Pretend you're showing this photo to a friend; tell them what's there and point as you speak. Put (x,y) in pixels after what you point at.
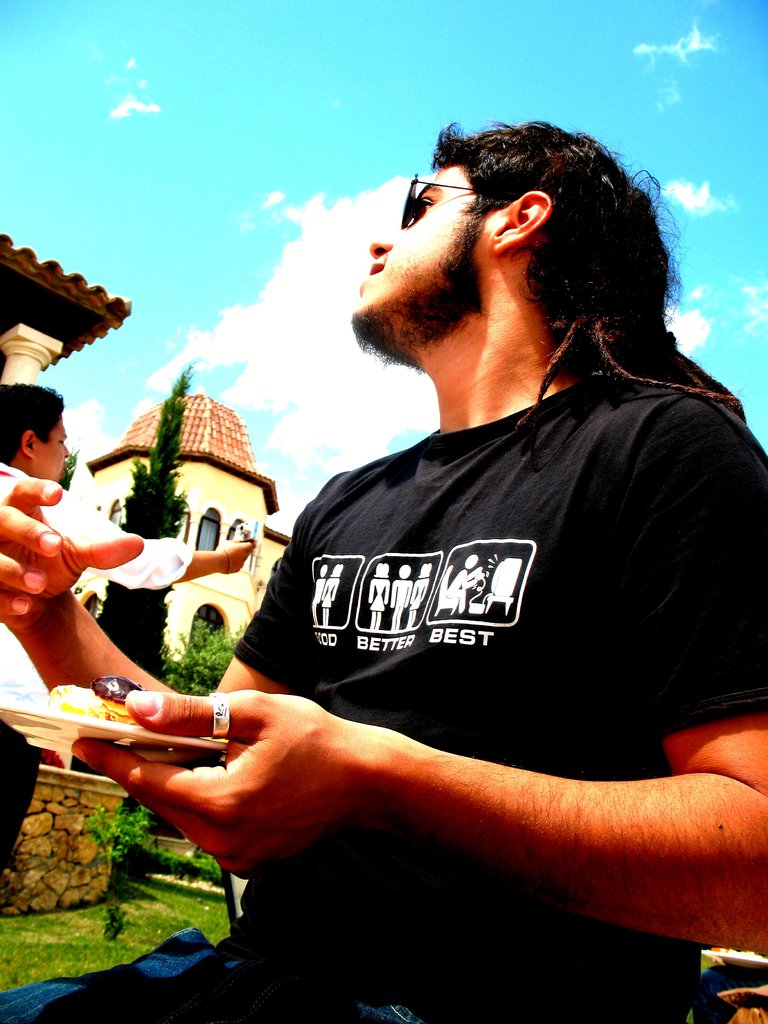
There is a person (561,328) in black color t-shirt (595,566) holding a plate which is having food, sitting. In the background (60,435), there is a person (52,422) in white color shirt (122,531) standing, there is a stone's wall (80,826), there are plants (211,664), a tree (156,505), a roof (54,292) near pillar (51,349), a building (247,459) having roof (235,461) and windows (209,534). And there are clouds (337,401) in the blue sky (373,108).
